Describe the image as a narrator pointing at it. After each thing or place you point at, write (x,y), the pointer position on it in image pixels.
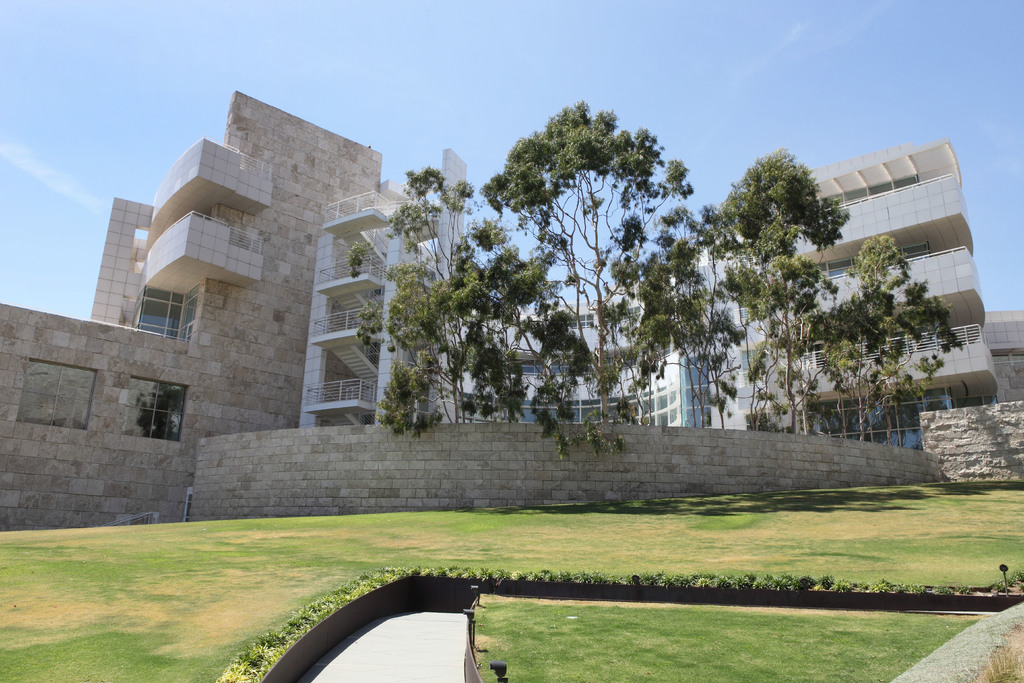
In this image we can see land (696,552) full of grass (841,510) and buildings (1020,326), trees (876,284) are present.
